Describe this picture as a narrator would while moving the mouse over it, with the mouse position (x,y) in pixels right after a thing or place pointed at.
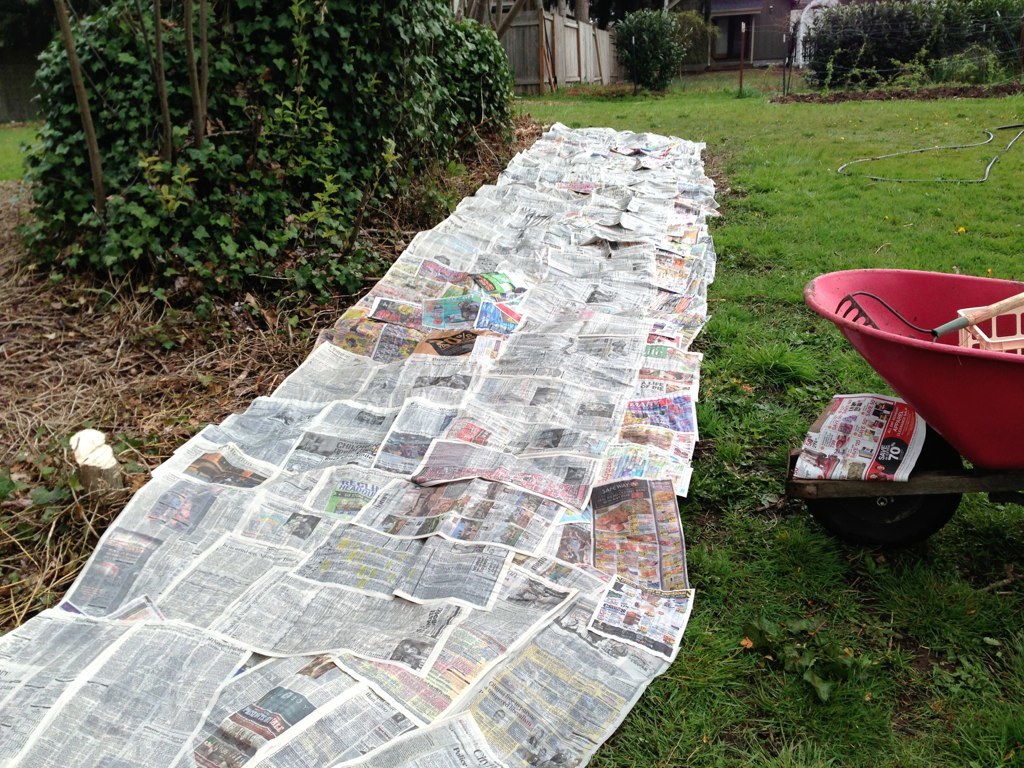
In this image, we can see some plants (817,37). There are news papers (468,281) in the middle of the image (505,284). There is a moving trolley (980,380) on the right side of the image (951,390). There is a wooden wall (520,50) at the top of the image (524,81).
